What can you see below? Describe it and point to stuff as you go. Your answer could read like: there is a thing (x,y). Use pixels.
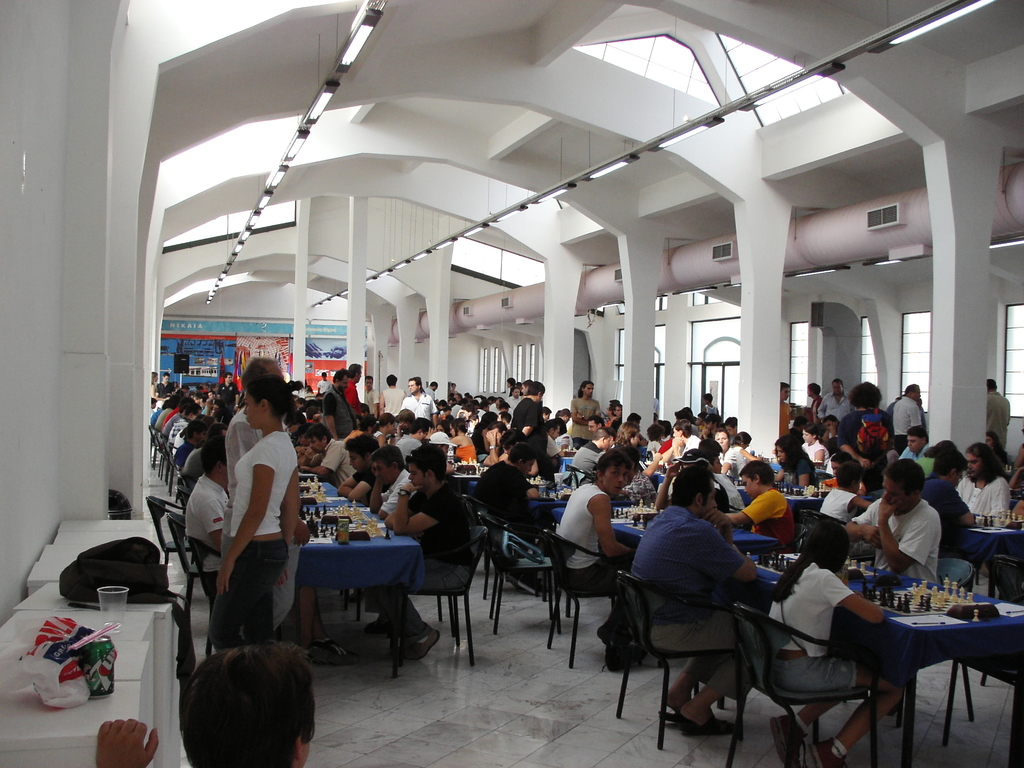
In this image there are many people (416,473) sitting and playing chess game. On the right (899,566) there is a man (902,564), he wear t shirt (918,536), sitting on the chair (954,575) and he is playing chess game (882,599). On the left (248,556), there is a woman (274,506) she wear white t shirt (271,526) and trouser (237,603) she is standing and there are tables (127,666), bag (84,582) and glass (120,612). In the back ground (271,337) there are many people (510,424) walking and there is pillar (758,326), wall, window (906,371) and poster (268,353).
